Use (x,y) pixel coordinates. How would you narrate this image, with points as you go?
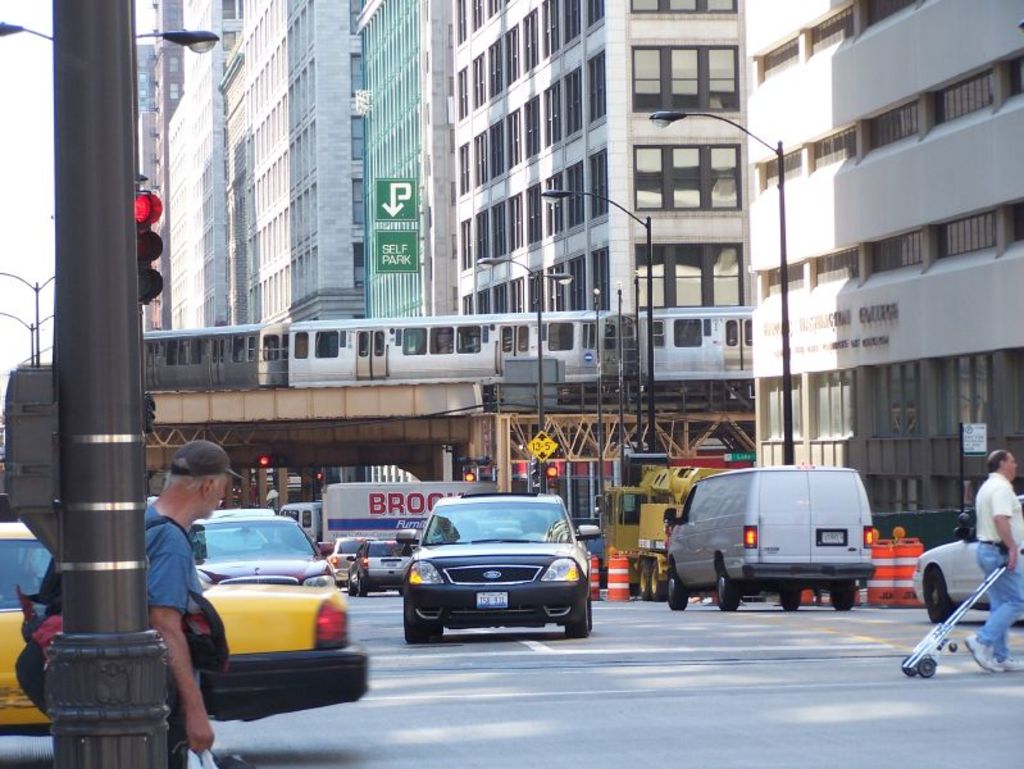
In this picture I can see the road (280,743) in front (739,720) on which there are number of vehicles (519,550) and I see 2 men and I can also see few poles (129,99) and a traffic signal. In the middle of this picture (358,408) I can see a bridge (511,439) on which there is a train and I can see 2 boards (404,233) on which there is something written. In the background (765,361) I can see number of buildings (527,195) and on the right side of this picture (913,538) I see orange and white color things (880,575).
